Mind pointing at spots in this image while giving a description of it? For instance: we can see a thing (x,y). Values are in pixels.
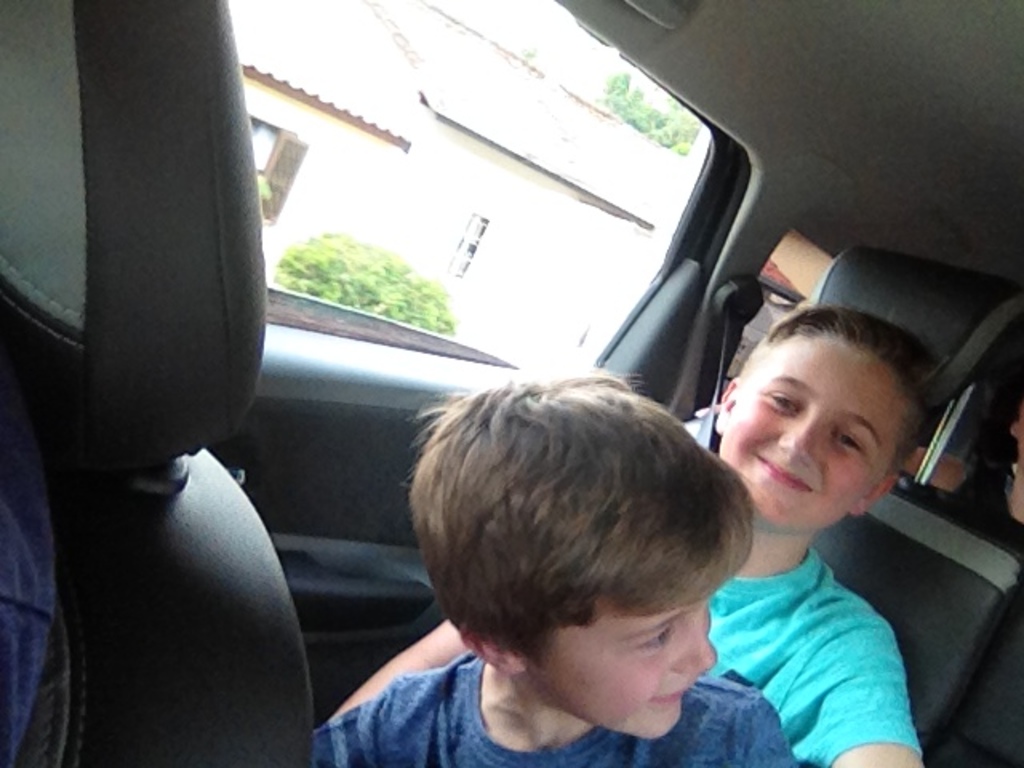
In this image I can see two children's (747,538) sitting in the car (915,594). At the back side (457,221) I can see a house (541,126) and a trees (605,100). In front (753,734) the child (706,717) is wearing a navy blue t-shirt (741,730) a back side the other child (794,610) is wearing a blue t-shirt (809,682).
